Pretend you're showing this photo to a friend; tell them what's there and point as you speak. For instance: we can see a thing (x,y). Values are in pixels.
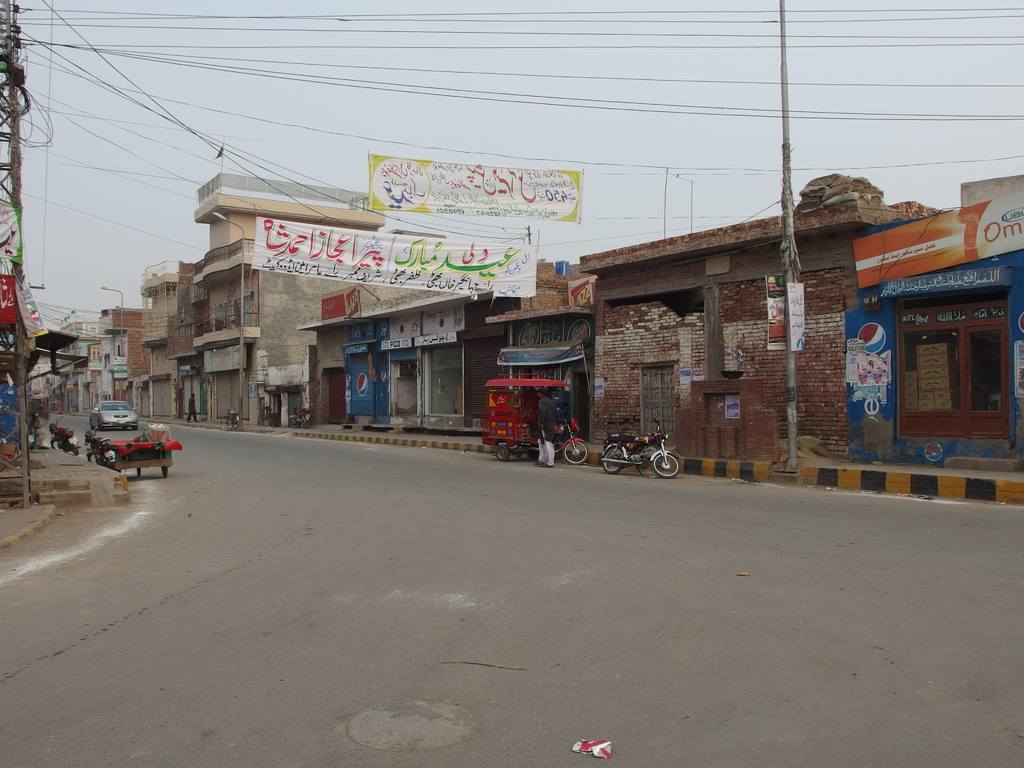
In the center of the image (498,454) we can see a few vehicles (555,448) on the road (379,504). At the bottom of the image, there is a paper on the road (608,495). In the background (605,140), we can see the sky (348,159), poles (792,247), buildings (656,355), wires (513,239), banners (380,158), fences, two persons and a few other objects (373,442).
